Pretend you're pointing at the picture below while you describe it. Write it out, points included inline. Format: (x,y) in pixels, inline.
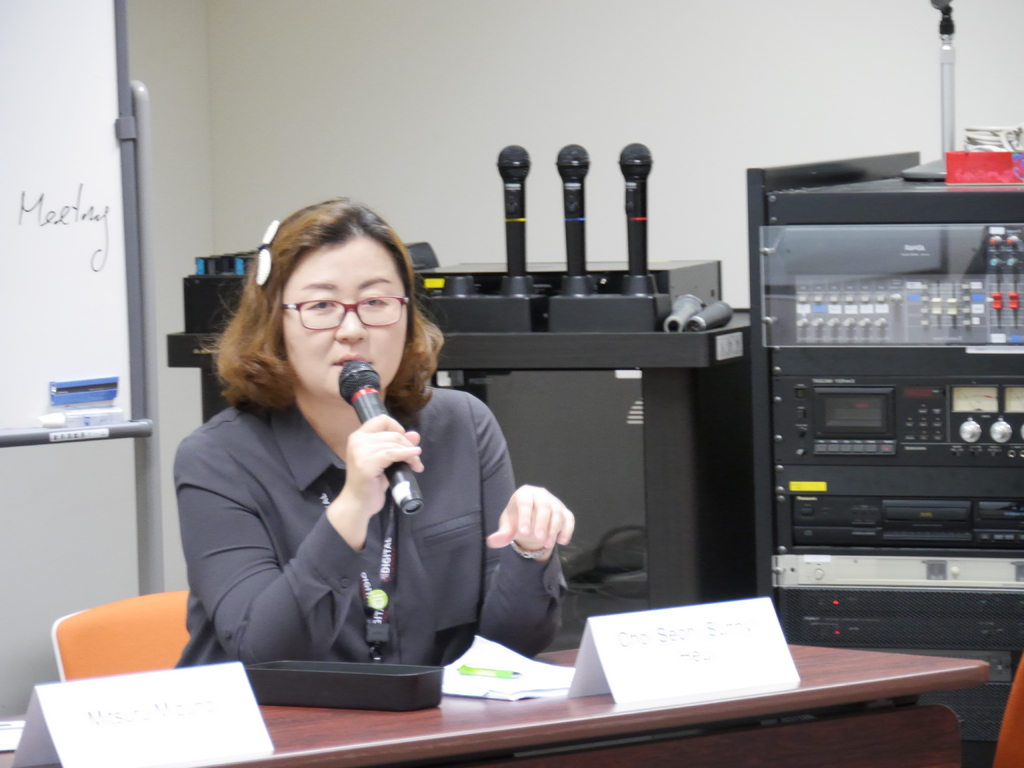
In the image we can see a woman (379,547) wearing clothes (474,601), identity card (383,592) and spectacles (338,315), she is holding a microphone (366,383) in her hand (386,425). In front of her there is a table (672,715), on the table (390,739) there are other things (388,708), there is a machine (802,395), white board (107,352), a duster (106,397) and a marker (76,420). This is a hair clip (262,265).
